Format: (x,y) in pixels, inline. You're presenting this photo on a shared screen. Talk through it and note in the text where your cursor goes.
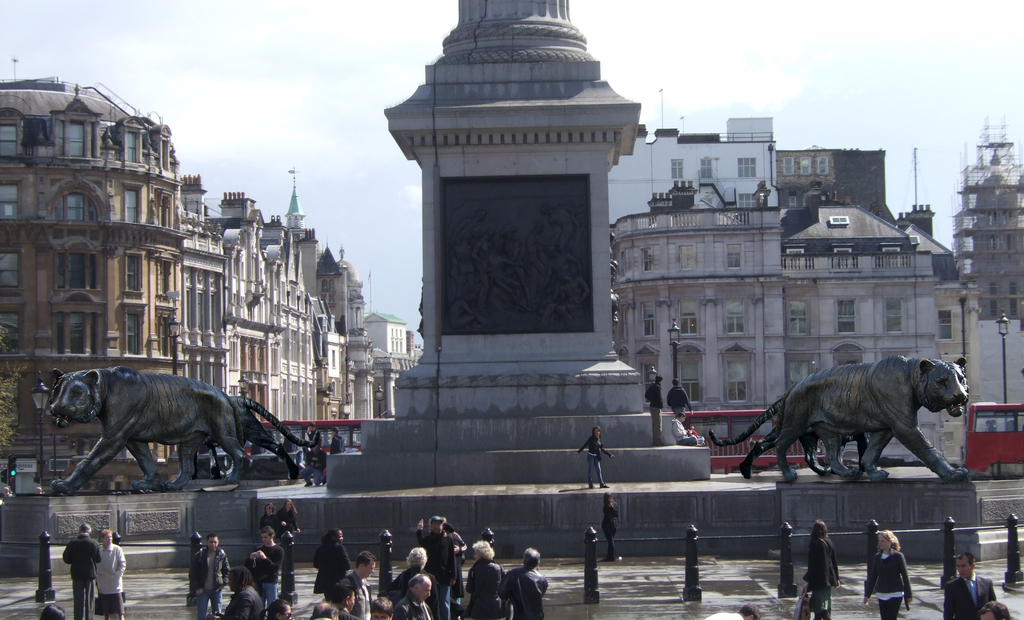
In this image, we can see a pole (579,117) in between sculptures (177,385). There is a crowd (323,574) at the bottom of the image (493,609). There are buildings (272,279) on the left (171,266) and on the right side of the image (921,242). In the background of the image (858,94), there is a sky (712,116).
